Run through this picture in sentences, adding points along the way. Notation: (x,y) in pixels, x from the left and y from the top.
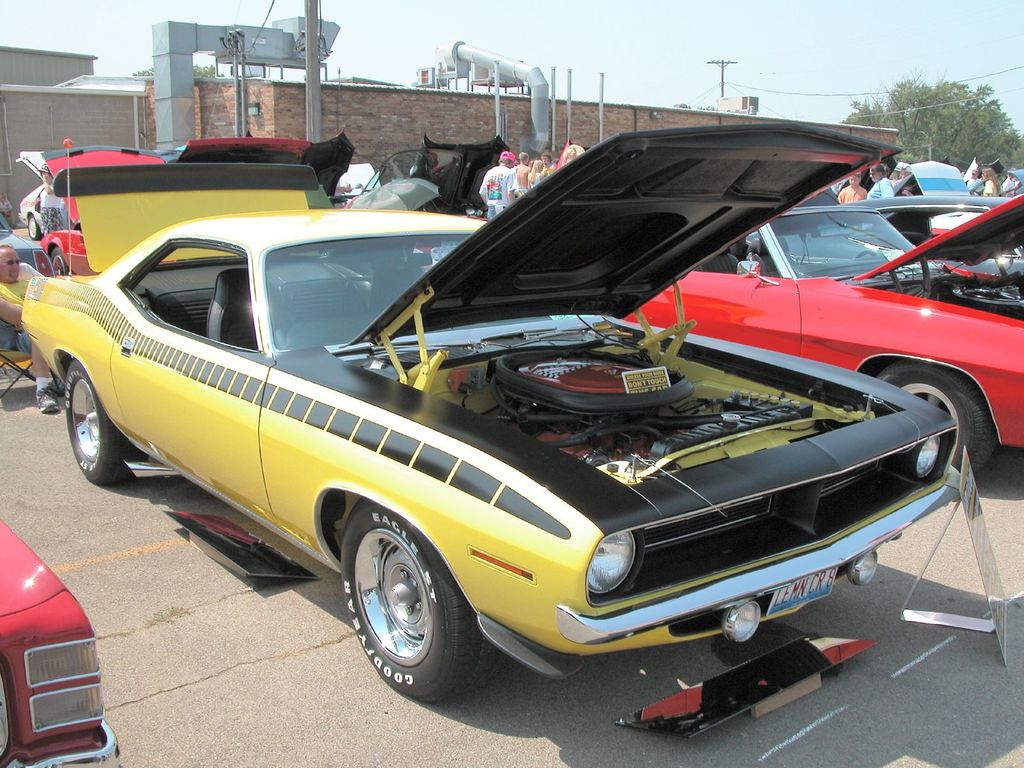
This image is taken outdoors. At the top of the image (381,39) there is the sky (841,48). At the bottom of the image (276,699) there is a road (523,716). On the left side of the image (36,620) a car (52,698) is parked on the road (108,709). The car (73,644) is red in color and a man (10,311) is sitting on the resting chair (12,356). In the background (142,127) there is a wall (354,123) and there are a few pipelines (178,92) and poles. There is a pole (721,60) with a street light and a few wires (765,89). There is a tree (941,118). In the middle of the image (671,397) many cars (628,272) are parked on the road (219,507) and many people (507,179) are standing on the road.
